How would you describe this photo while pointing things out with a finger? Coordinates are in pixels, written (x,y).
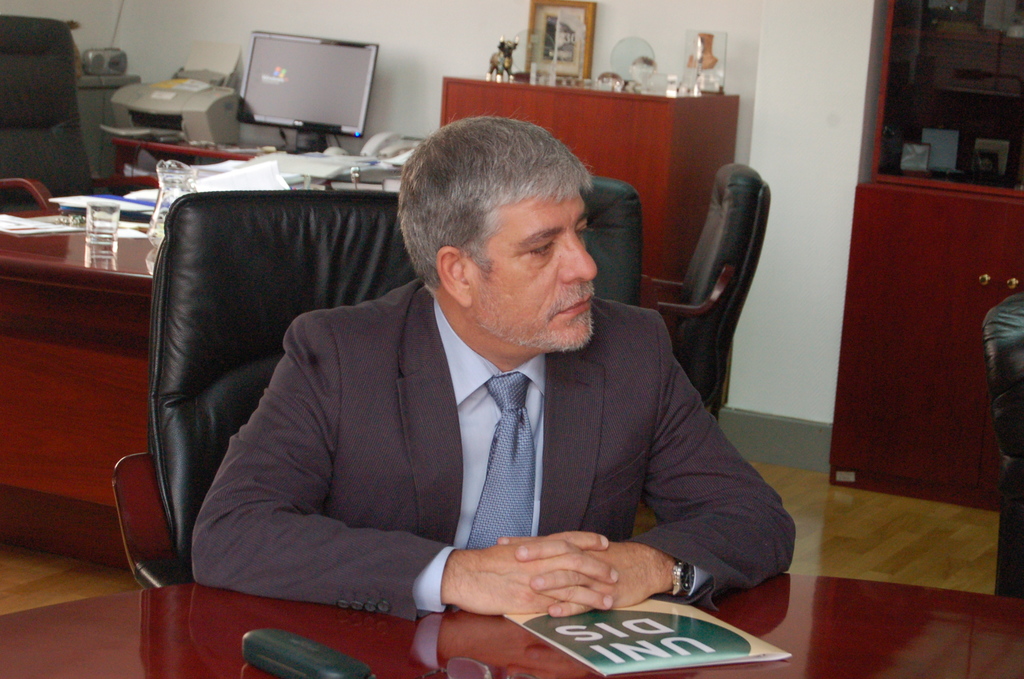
In this image I can see the person (307,433) sitting in-front of the table (344,641). On the table (363,659) I can see the book (586,647) and the pouch (278,658). In the background (97,238) I can see the glass (99,231), jug (158,223), papers (133,223), system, an electronic device (202,141) and the telephone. These are on the table (137,263). To the left (52,132) I can see the chair (51,149). I can see the frame (543,25) and few objects (548,81) on the cupboard (611,141). I can also see the wall (647,30).
